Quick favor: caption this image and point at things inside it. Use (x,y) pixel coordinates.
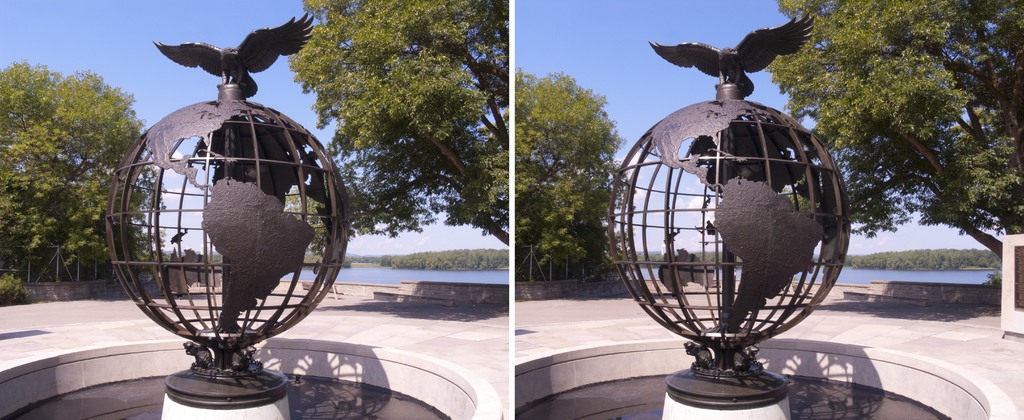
In this picture I can see there is a statue (766,271) of a globe (668,256) and it has a eagle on it. There is a lake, trees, plants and the sky (631,98) is clear.
